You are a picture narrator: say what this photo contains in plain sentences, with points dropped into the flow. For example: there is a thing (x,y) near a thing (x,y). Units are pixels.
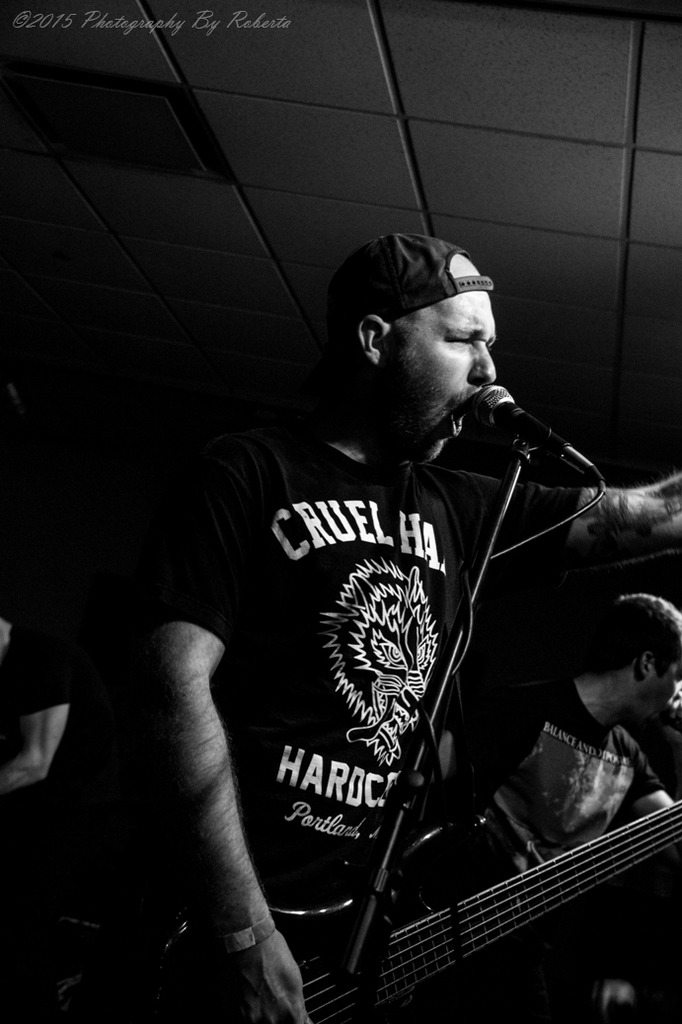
This is a black and white picture. The man (386,469) in black t shirt (319,677) holding a guitar (400,899) and singing a song in front of the man (438,407) there is a microphone (509,416) with stand (442,680). Behind the man (410,636) there is a other man (556,752) was playing a music instrument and top of the people (359,666) is a roof (359,157).
